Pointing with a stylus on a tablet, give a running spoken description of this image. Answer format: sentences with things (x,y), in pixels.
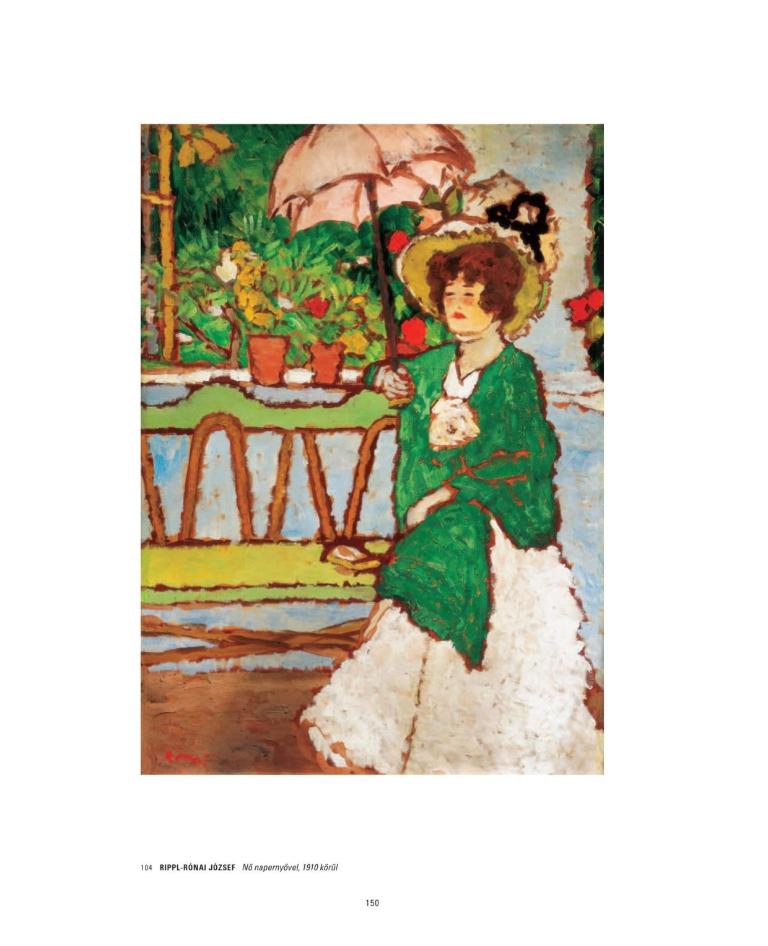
In this image we can see the painting (411,417) of a woman (411,417) sitting on the bench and she is holding an umbrella (366,211) in her right hand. Here we can see the flower pots (334,346) and plants (288,293).
